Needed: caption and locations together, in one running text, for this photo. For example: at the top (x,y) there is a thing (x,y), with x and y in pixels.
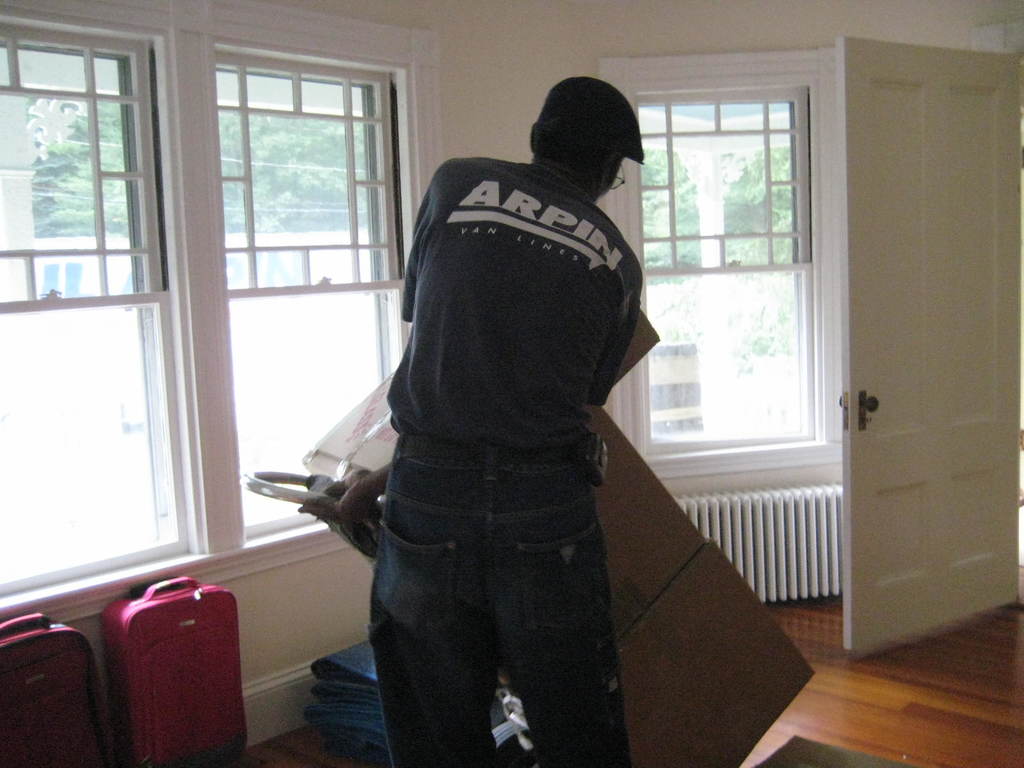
A picture inside of a room (750,470). These are windows (770,429). This is door (900,302) in white color. This man (597,304) is standing and holding this cardboard boxes (640,587). The luggages (202,659) are in red color. From this window (265,184) we can able to see trees (292,182).
